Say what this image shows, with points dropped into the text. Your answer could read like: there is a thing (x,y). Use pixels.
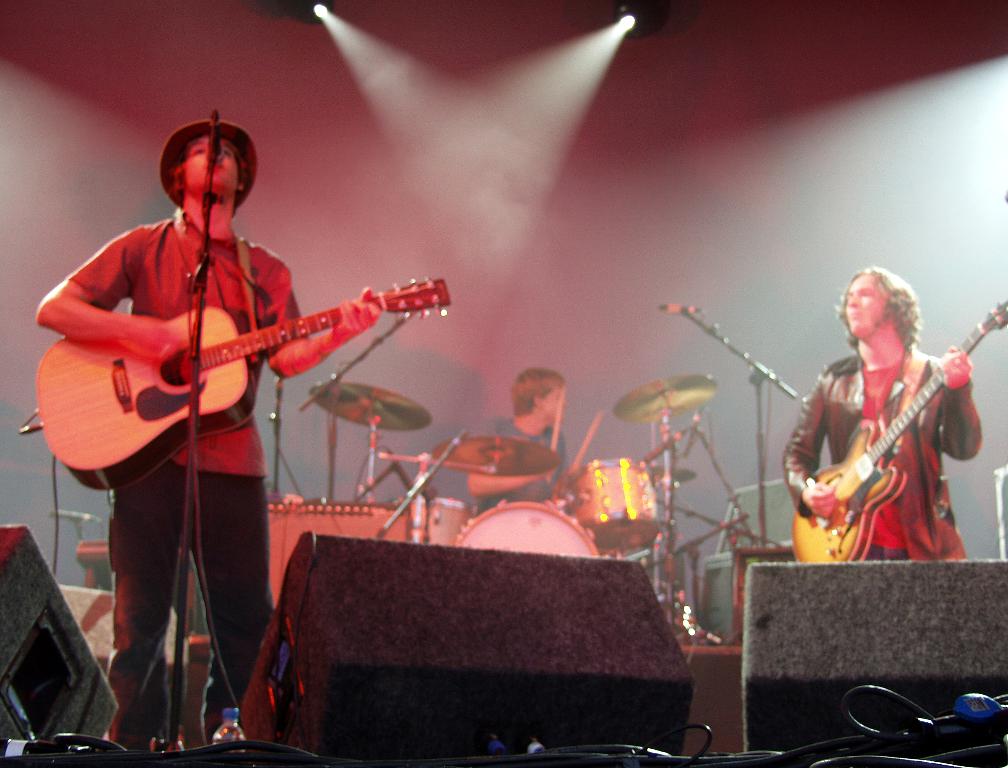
The person (190,288) wearing red dress (169,291) is playing guitar (206,333) and singing in front of a mike (213,182) and the person (891,415) in the right (883,430) is playing guitar (867,441) and the person (538,425) in the back (581,448) is playing drums (557,454).
